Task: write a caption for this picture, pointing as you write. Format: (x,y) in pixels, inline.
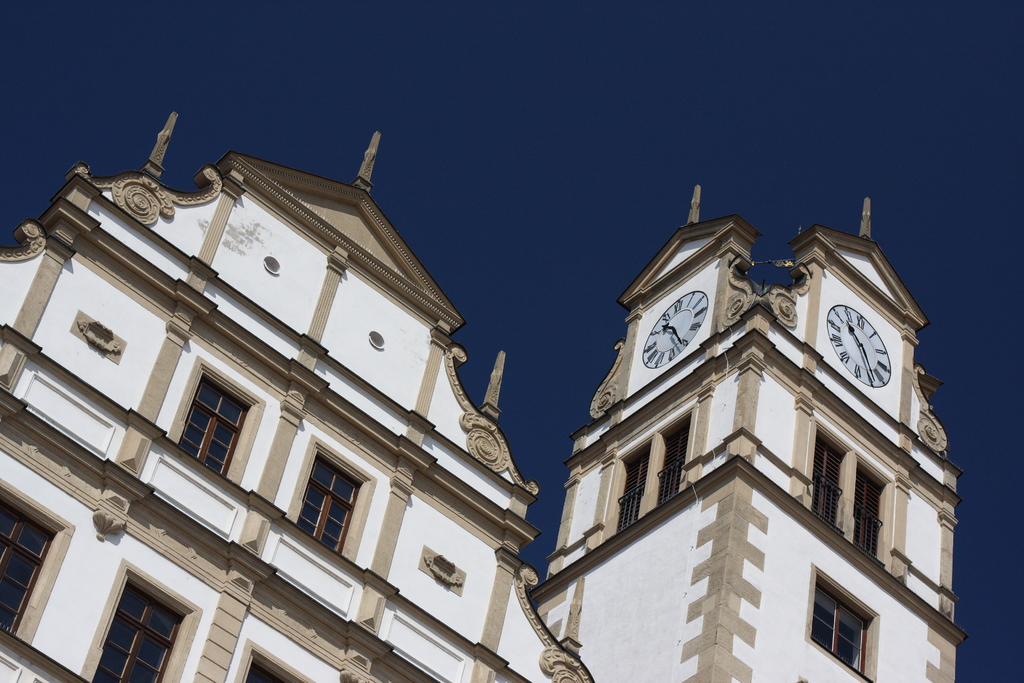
In this image there are buildings (387,373).
